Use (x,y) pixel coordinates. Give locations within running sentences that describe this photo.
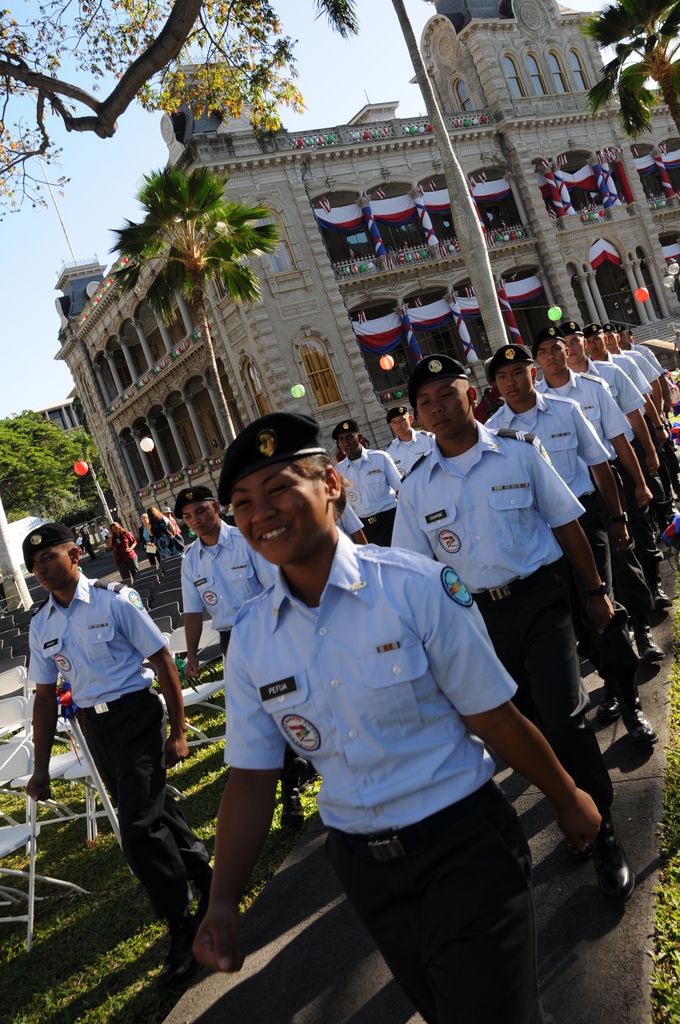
In this image I can see a path (375,975) in the front (494,883) and on it I can see number of people (337,633) are walking. I can see all of them are wearing uniforms (382,681), shoes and caps (417,394). On the left side of the image (61,928) I can see a grass ground (13,950) and on it I can few white chairs (19,710). In the background (199,347) I can see few buildings (387,378), few trees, number of flags (397,337), few balloons (304,389) and the sky (288,2). I can also see few more people (167,529) in the background (115,545).
